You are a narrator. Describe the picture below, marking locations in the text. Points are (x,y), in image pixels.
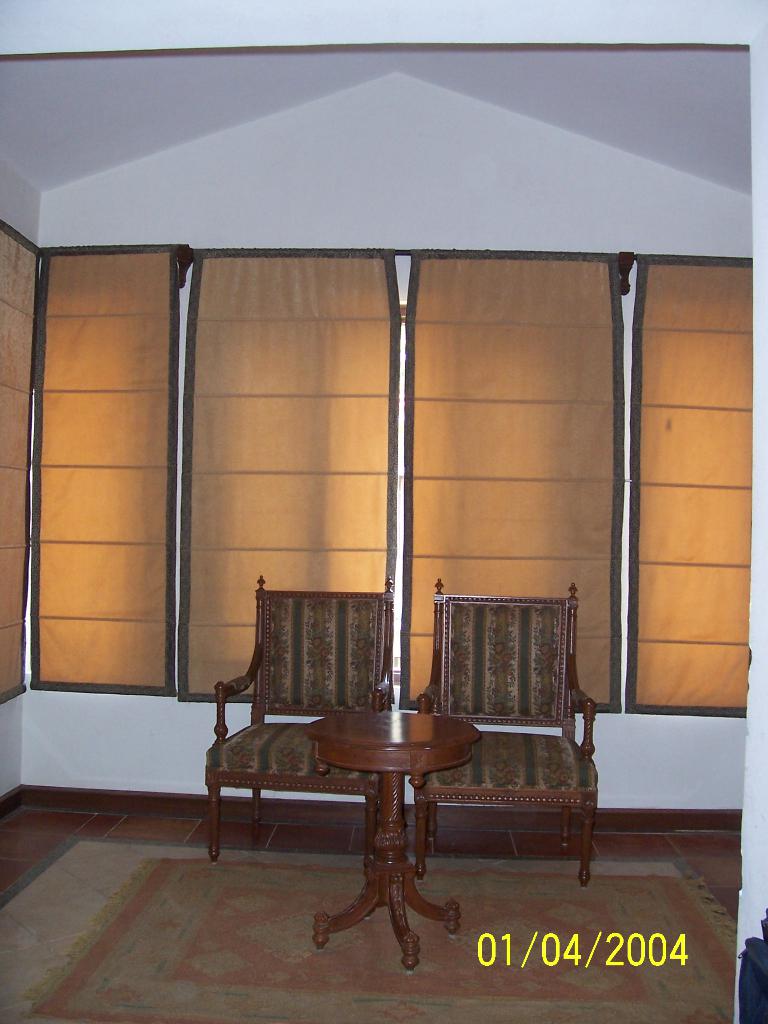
In this image I can see a table (388,873) in the centre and behind it I can see two chairs (256,693) and few cream colour curtains (360,423). I can also see a rug (432,974) on the floor (279,822) and on the bottom right side of this image (663,939) I can see a watermark (612,934).
